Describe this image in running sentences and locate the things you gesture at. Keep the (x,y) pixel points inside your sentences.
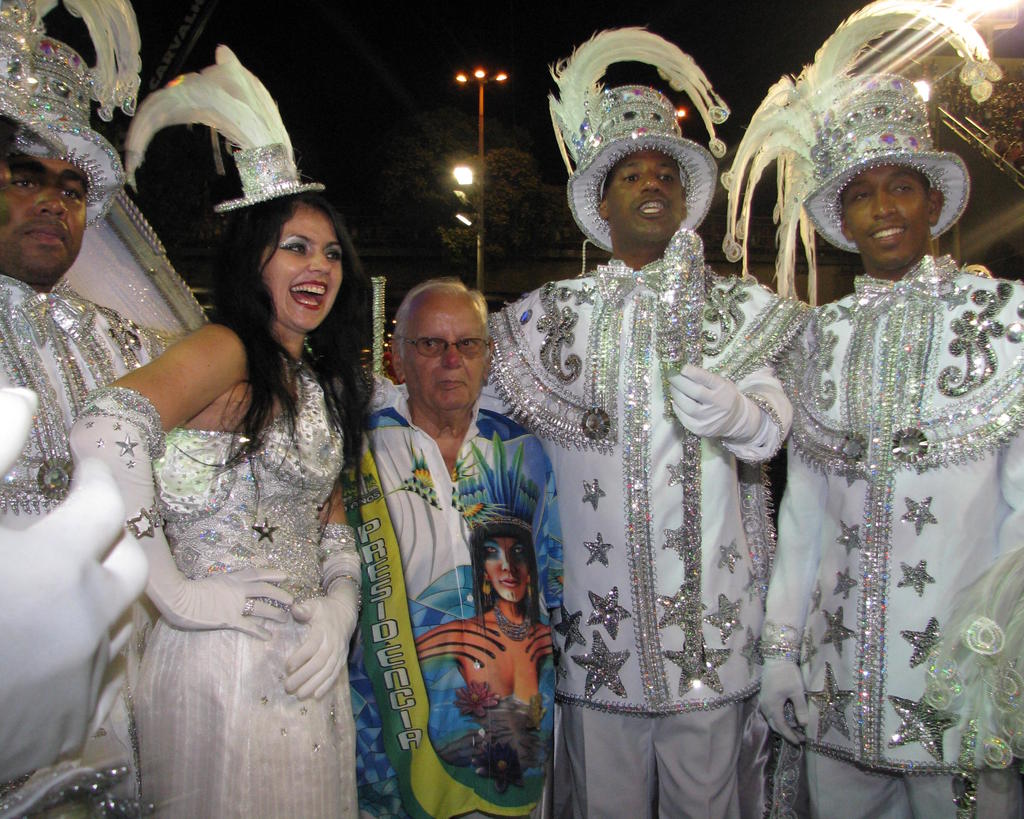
In this image we can see people (352,283) in a costume (30,541) and behind them, we can see light poles (482,158) and trees (425,193).
